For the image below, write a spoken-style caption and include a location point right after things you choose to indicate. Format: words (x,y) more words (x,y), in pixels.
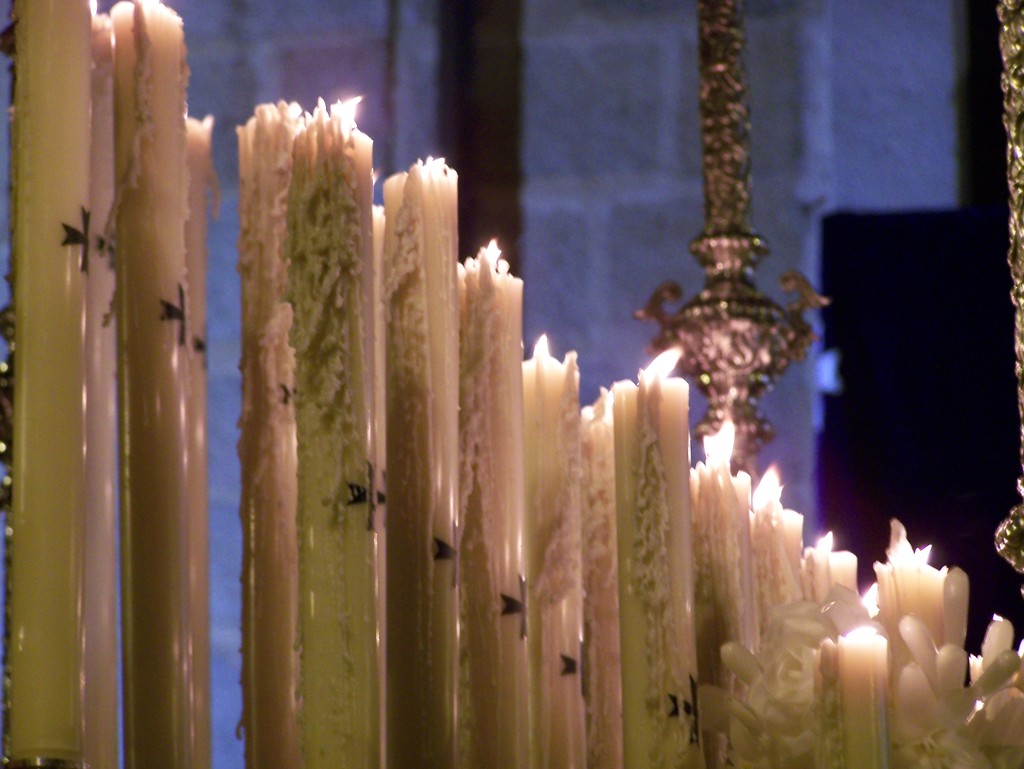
In this image we can see many candles (438,513) with flames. In the right bottom corner (807,650) there are flowers (807,650). In the back (744,366) there is a metal object (735,308). In the background (233,494) there is a wall (231,481).
